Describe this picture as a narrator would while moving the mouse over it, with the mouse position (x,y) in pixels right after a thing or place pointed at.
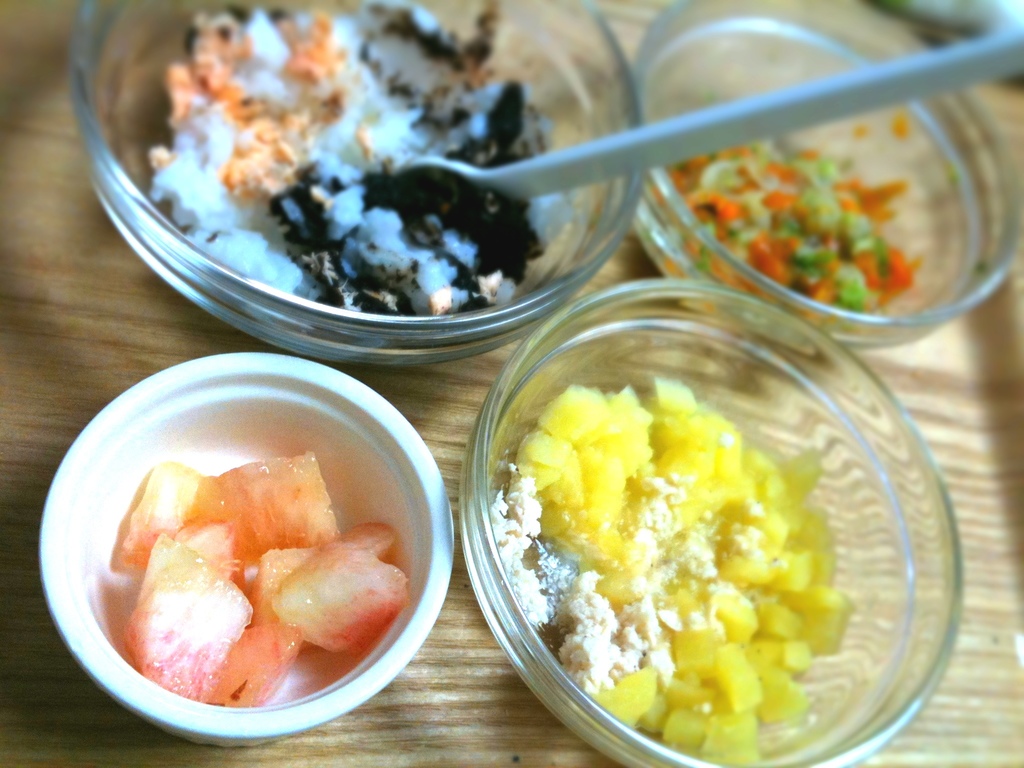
It is a table (44,402) and on the table (428,674) there are four bowls (525,377) and in each bowl (87,547), some kind of food item (257,536) is kept.
